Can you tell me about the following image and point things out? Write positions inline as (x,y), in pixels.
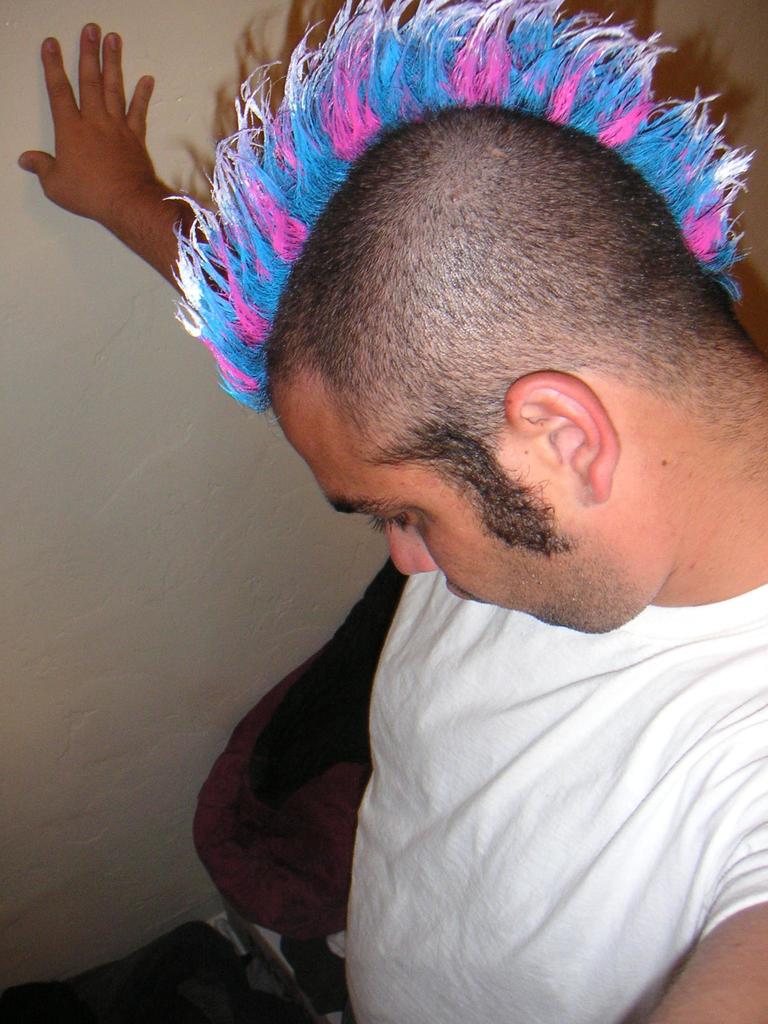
On the right side (589,631) there is a man (519,485) wearing a white t-shirt (546,783) and looking at the downwards. At the bottom (223,960) few objects (253,928) are placed on the ground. On the left side (112,445) there is a wall (77,571).
